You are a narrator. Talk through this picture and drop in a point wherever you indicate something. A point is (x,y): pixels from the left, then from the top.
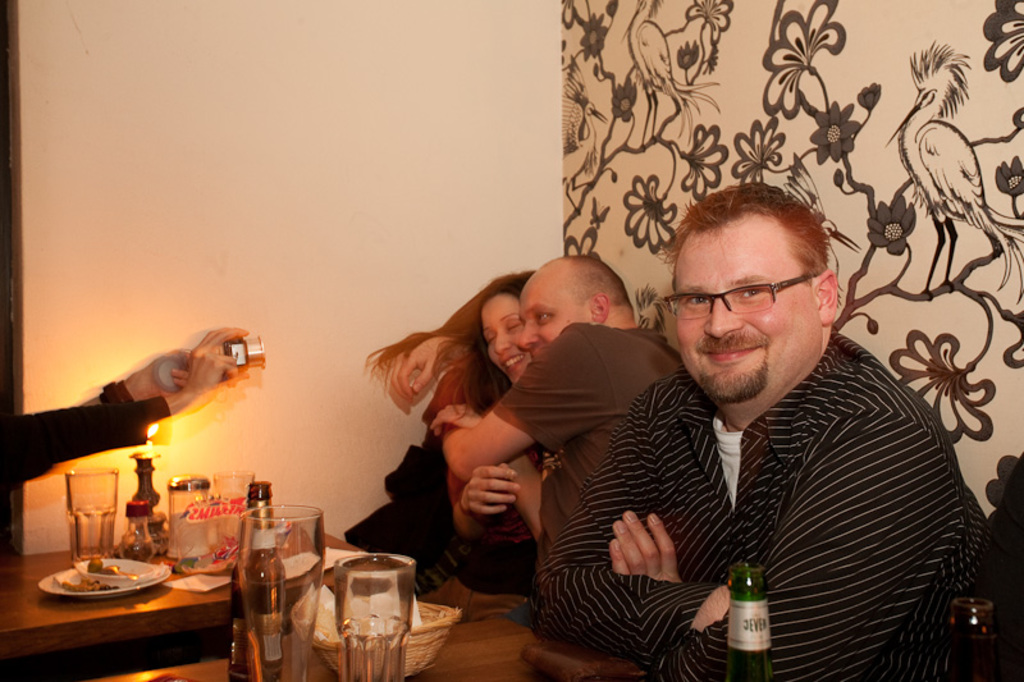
In this picture there are people (462,420) sitting on the table (472,625) with food items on top of it. In the background (515,580) we observe two people (498,352) posing for a picture and a guy (170,386) is clicking them.
